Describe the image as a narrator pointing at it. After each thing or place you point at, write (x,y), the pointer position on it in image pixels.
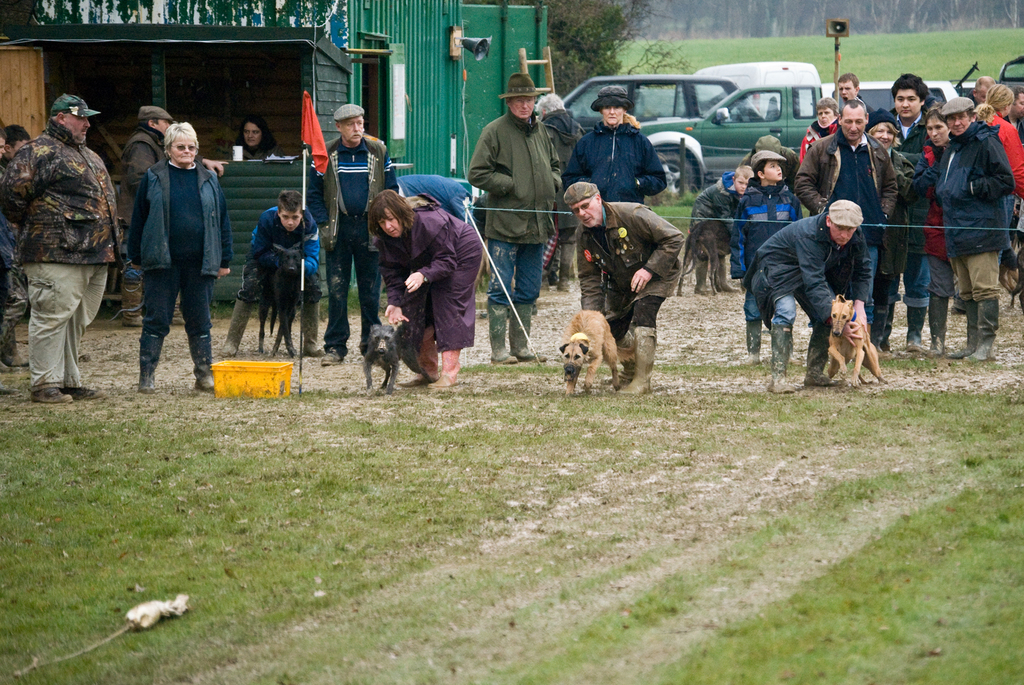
In this picture we can see a many group of people (503,189) are standing. Here three members (402,281) are holding the dogs (380,329). There are many dogs (617,346). Backside there are group of people (910,158) watching the dogs (850,321). To the left side (238,192) there is a stall (327,74). Inside that stall (276,126) there is a woman (264,139) sitting in it. And we can see a ladder (537,64) to the stall (335,62). And back side there is a tree (585,45). And there are some cars (738,91) around they are of different color. We can also see a flagpole (304,157) and flag (318,141) is in red color.
